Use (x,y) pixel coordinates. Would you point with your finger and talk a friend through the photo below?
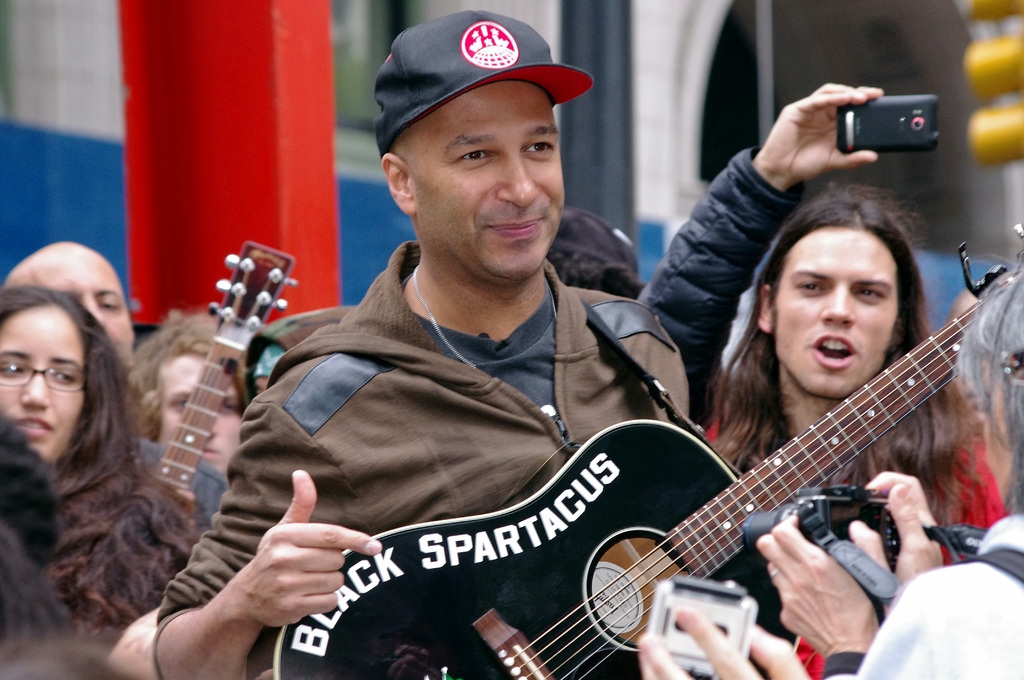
There are group of people (1015,382) standing and one man (396,519) is holding guitar (552,642) and other man (775,423) is holding mobile phone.
